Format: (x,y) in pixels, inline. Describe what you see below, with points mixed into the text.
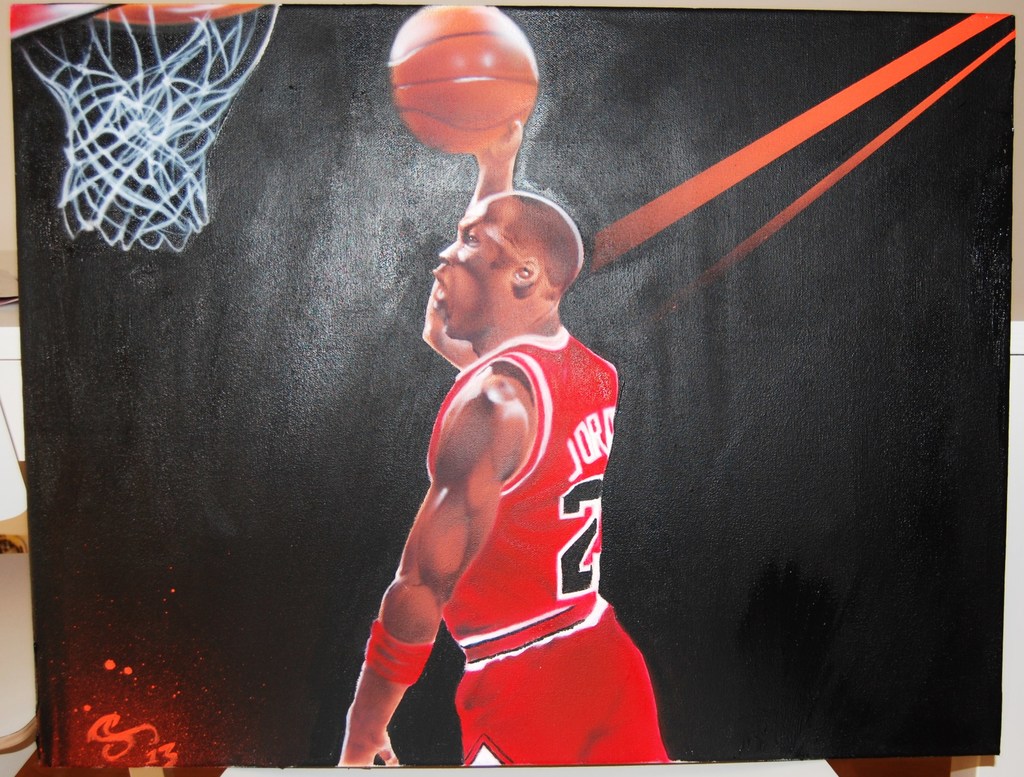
In this picture we can see the image of a person (605,387) holding a ball (410,65) in the hand (509,140), basketball (456,31), net (212,50), a ring (251,7) and letters (133,736) on the blackboard (642,84). We can see other objects (9,710).
